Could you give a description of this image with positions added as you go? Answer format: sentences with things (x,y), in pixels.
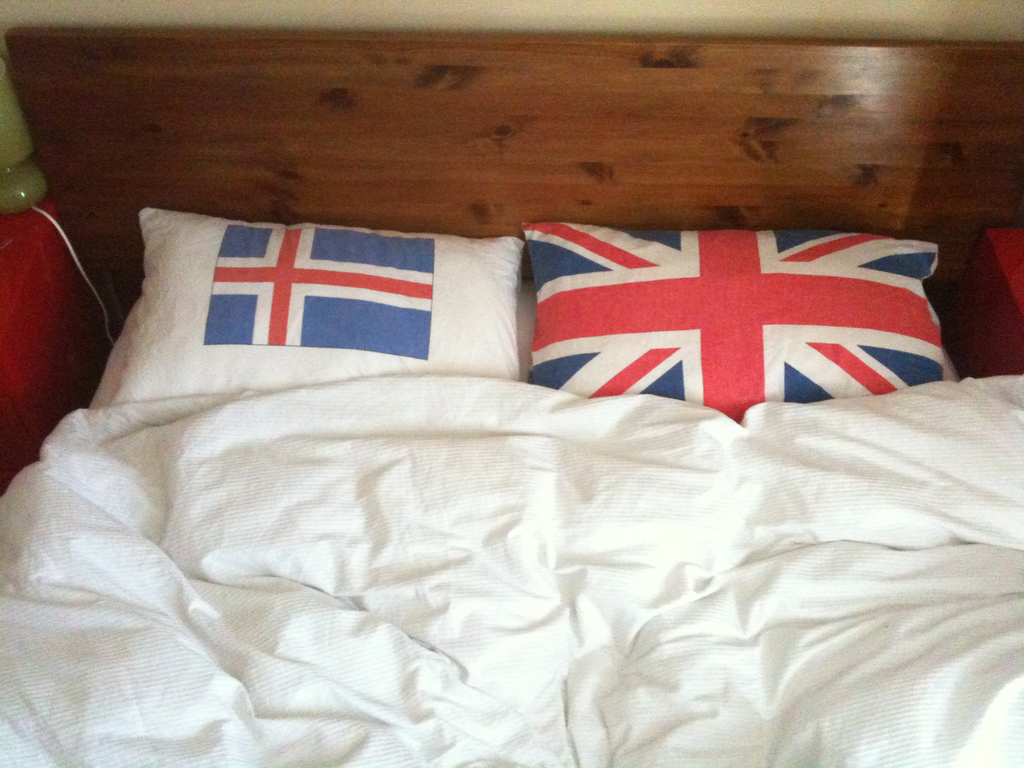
In the image we can see there is a bed (629,554) on which there is white colour blanket (628,602) and the pillows (547,284) are of flag (705,277) and there is wooden bed (479,104).
